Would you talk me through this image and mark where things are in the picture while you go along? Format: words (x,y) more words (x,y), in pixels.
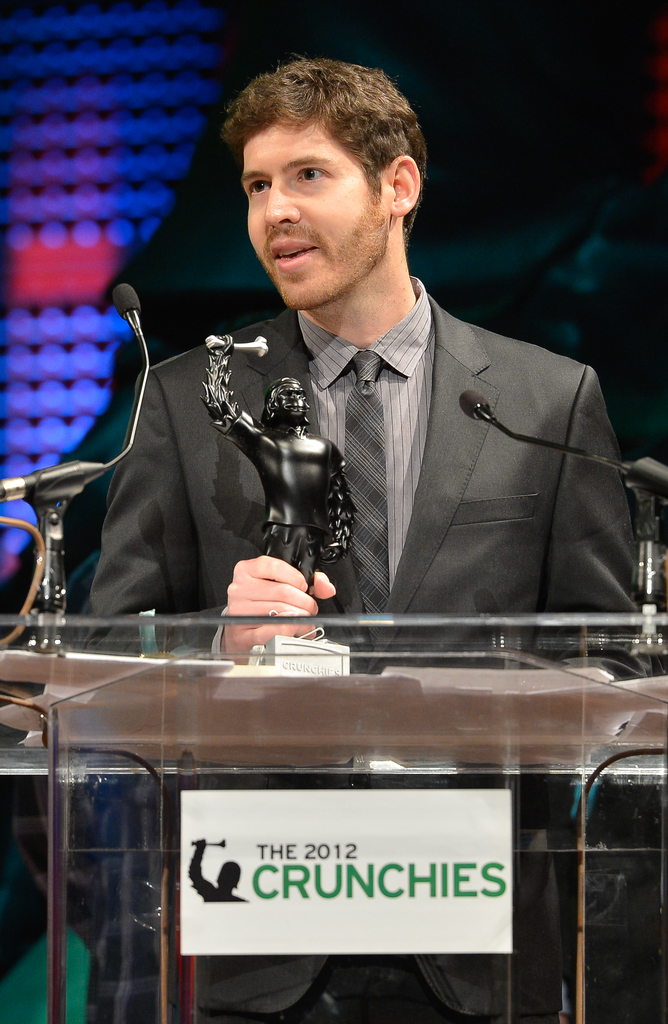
In this image I see a man (286,348) who is wearing suit (260,552) and I see that he is standing in front of a podium (433,783) and I see a mic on it and I see that he is holding a black color thing (253,438) in his hand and I see another mic (657,464) over here and I see the board (368,805) on which there is something written.
